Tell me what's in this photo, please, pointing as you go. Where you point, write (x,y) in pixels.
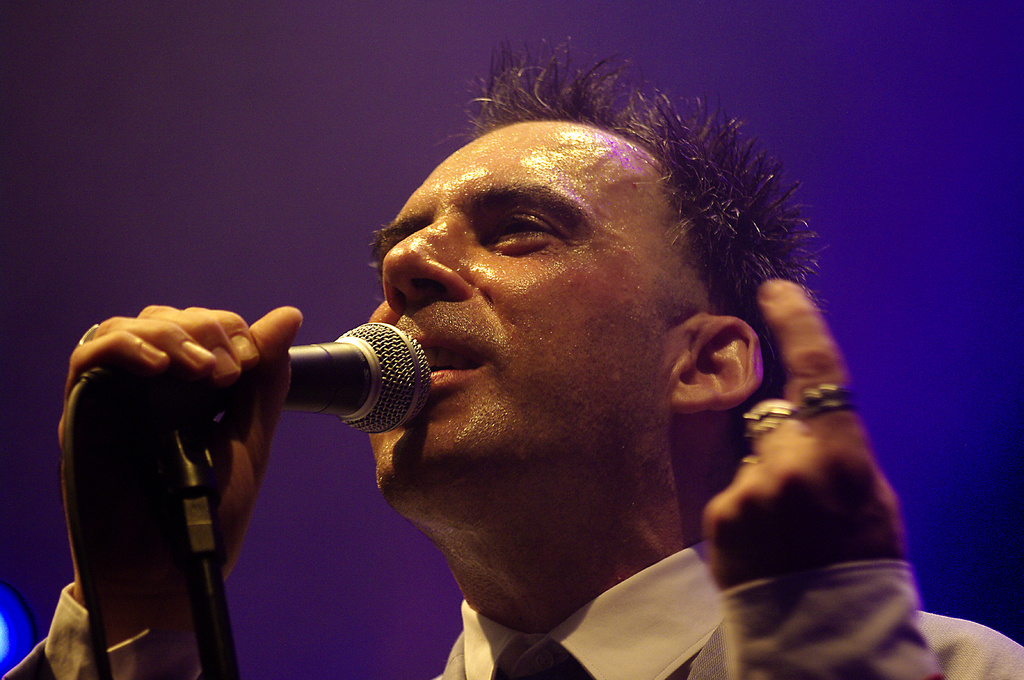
This is the man (474,540) holding a mike (380,370) and singing a song. This mic (309,381) is attached to the mike stand (203,553). The background (854,91) looks bluish in color.
